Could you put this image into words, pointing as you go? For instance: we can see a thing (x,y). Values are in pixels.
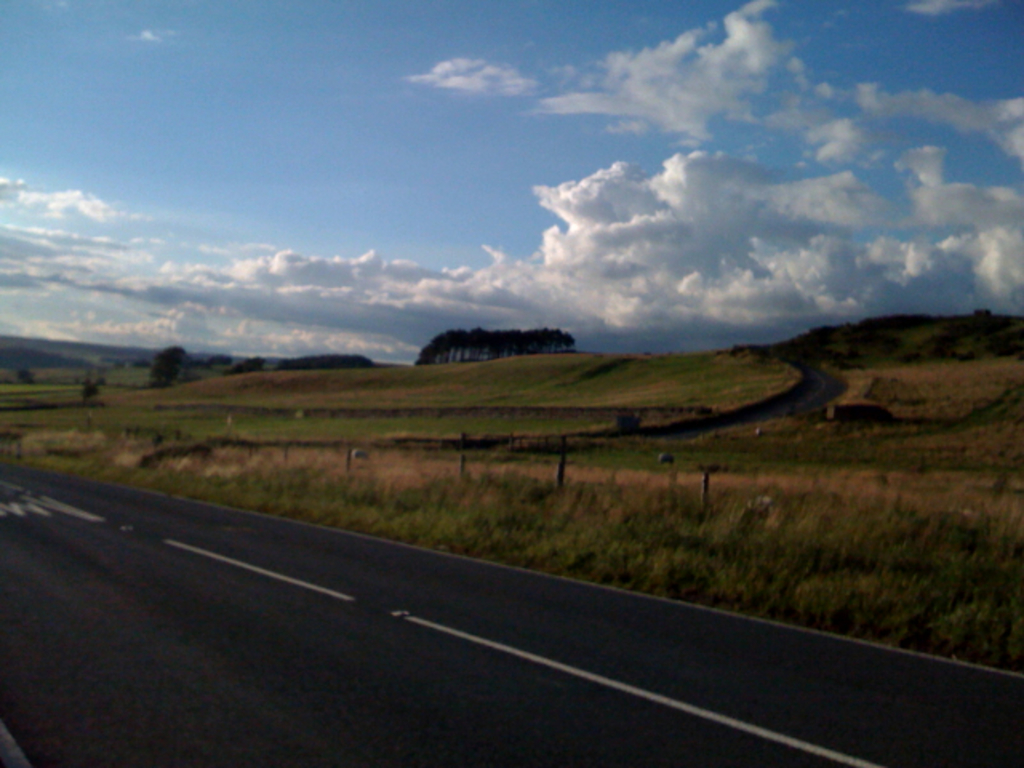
In this image at the bottom (460,609) there is a road (711,611), grass (851,471) and some plants (941,524). In the background (58,356) there are some trees (478,348) and mountains (6,369), at the top of the image (428,201) there is sky (534,276).
